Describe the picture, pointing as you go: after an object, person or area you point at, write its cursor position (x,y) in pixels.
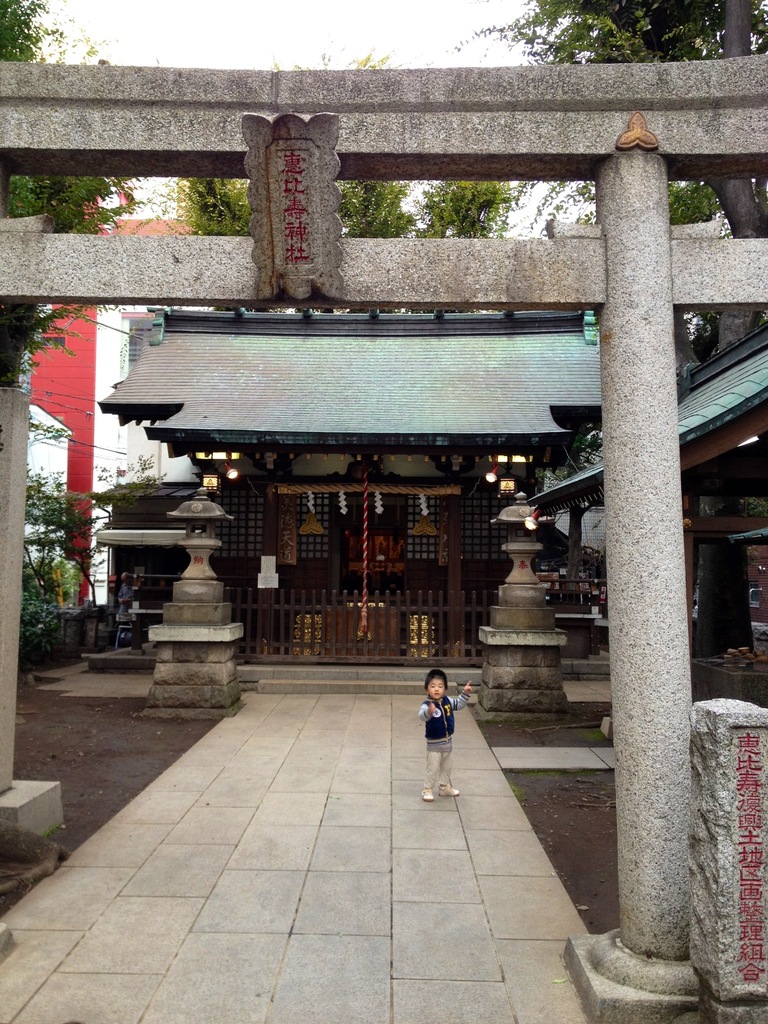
This image is taken outdoors. At the top of the image (195,36) there is the sky (289,47). In the background (52,620) there are few trees (64,579) and plants (49,595). At the bottom of the image (234,933) there is a floor (354,699). In the middle of the image (439,676) a kid (439,681) is standing on the floor (477,835). There is an architecture (170,353) with walls (300,560), grills (379,642), a door (371,547), pillars (286,548) and carvings (276,250).
